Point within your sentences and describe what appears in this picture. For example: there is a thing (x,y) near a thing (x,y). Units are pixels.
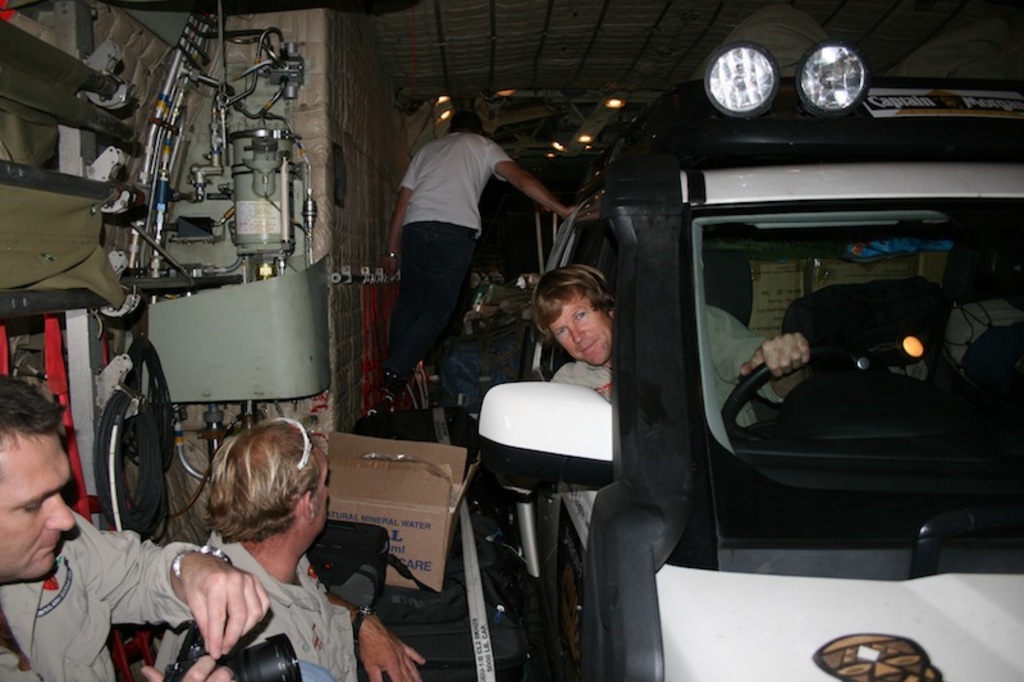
In this image I see 4 persons (412,312), in which one of them is sitting in the car (660,253) and there are lot of things (163,500) over here. In the background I see the lights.
